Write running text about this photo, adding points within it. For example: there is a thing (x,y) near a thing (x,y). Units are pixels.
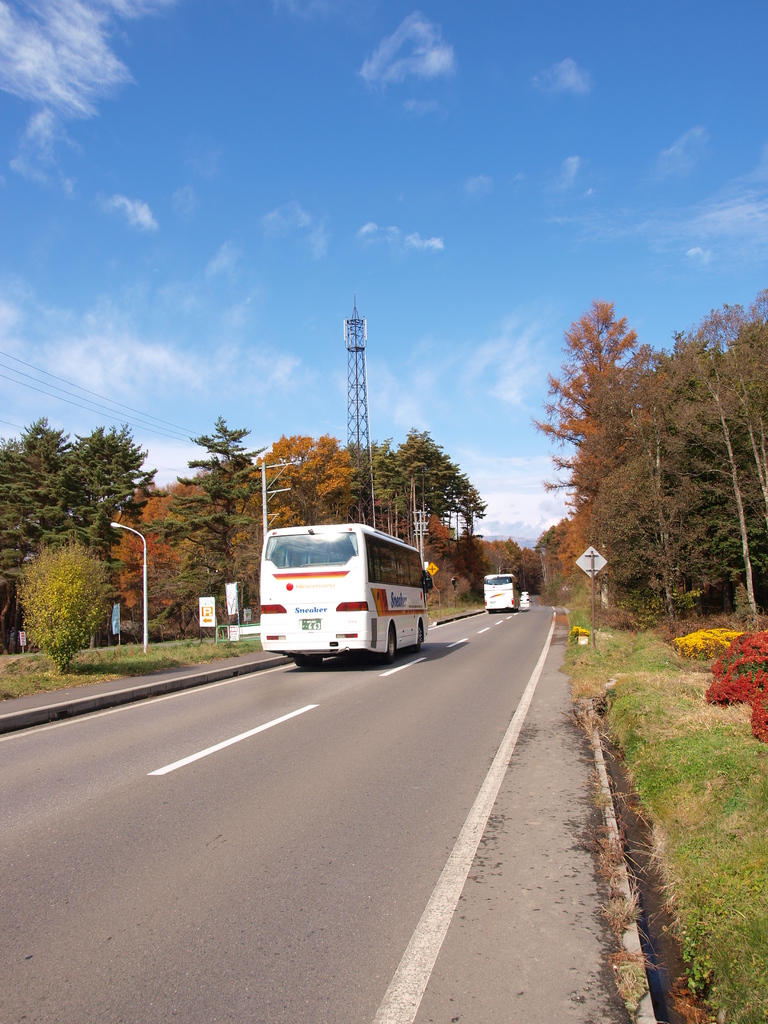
In this image there are a few vehicles (324,658) passing on the road (396,693), besides the road (393,714) there are lamp posts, sign boards (236,626), electric poles (265,529) with cables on it and there are trees (435,489) and there is a tower (347,336), at the top of the image (311,267) there are clouds (102,35) in the sky (155,7).
